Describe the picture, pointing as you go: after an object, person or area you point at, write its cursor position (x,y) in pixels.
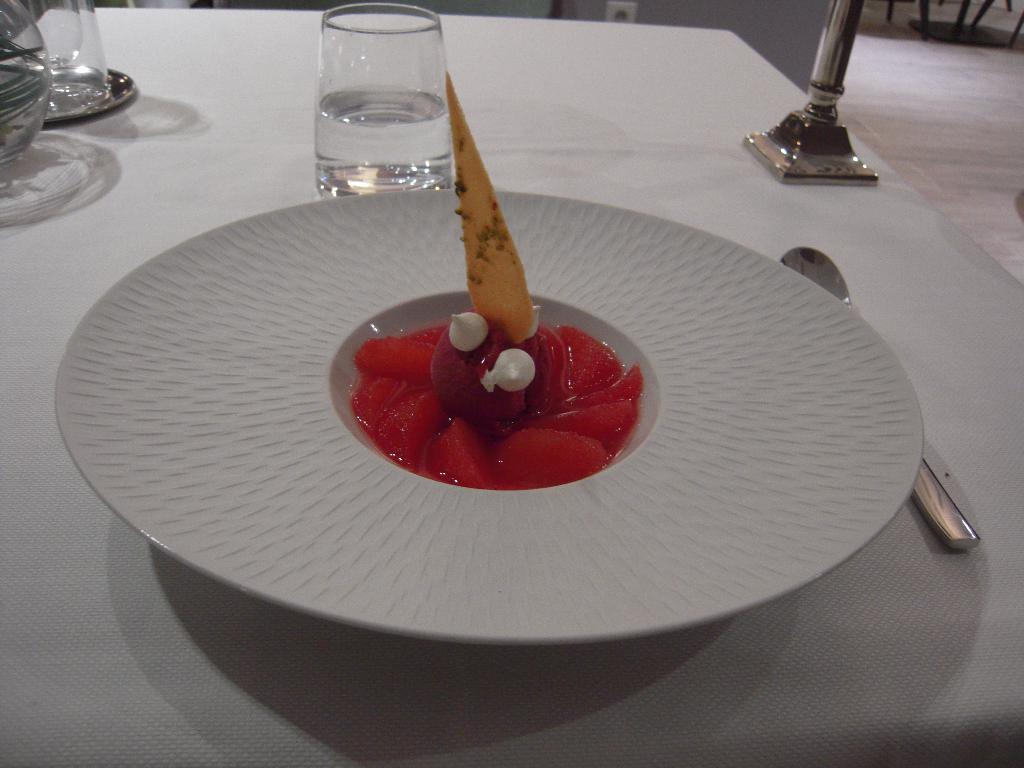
In this picture we can see plate (333,255) with food (515,434), glasses (427,97) and object (851,20) on the table (689,98) and we can see floor (1001,11) and wall (784,5).
